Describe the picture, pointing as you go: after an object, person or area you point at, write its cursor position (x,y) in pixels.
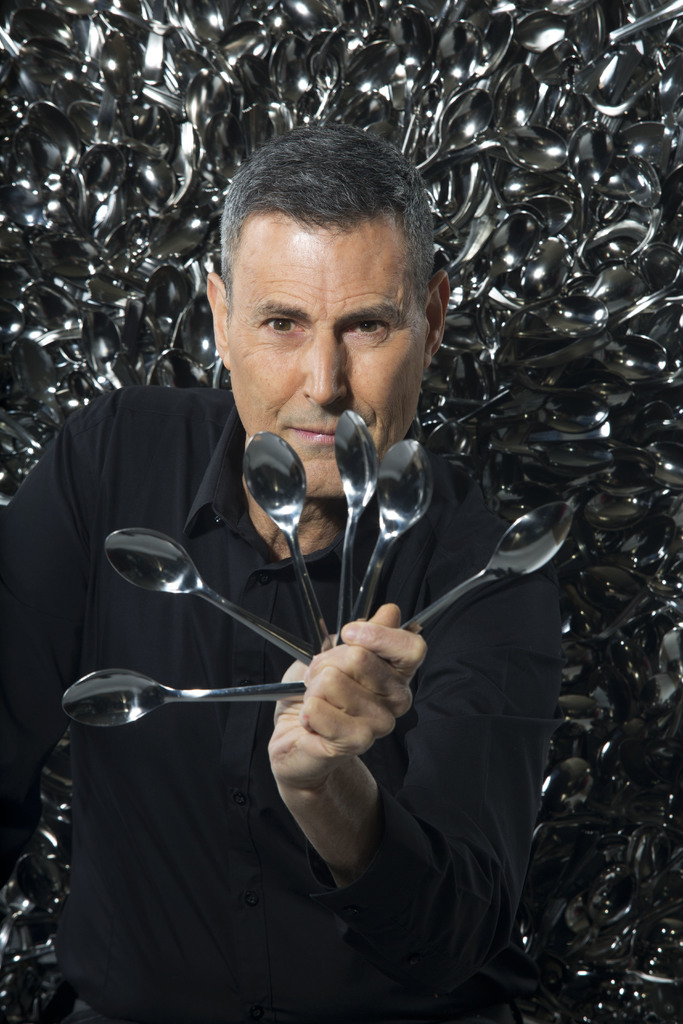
In this image I can see a man (427,334) is holding few spoons (540,516).
